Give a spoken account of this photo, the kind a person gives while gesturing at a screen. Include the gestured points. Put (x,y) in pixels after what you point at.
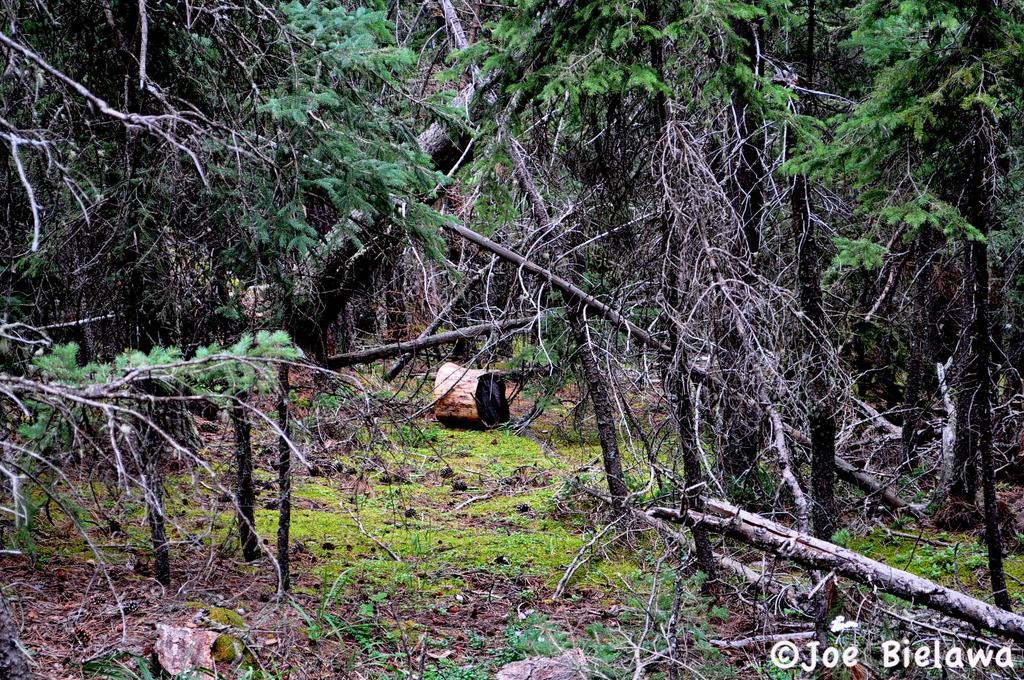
In this picture there is an object (499,393) which is on a greenery ground (544,415) and there are few trees (486,153) around it and there is something written in the right bottom corner (848,653).
